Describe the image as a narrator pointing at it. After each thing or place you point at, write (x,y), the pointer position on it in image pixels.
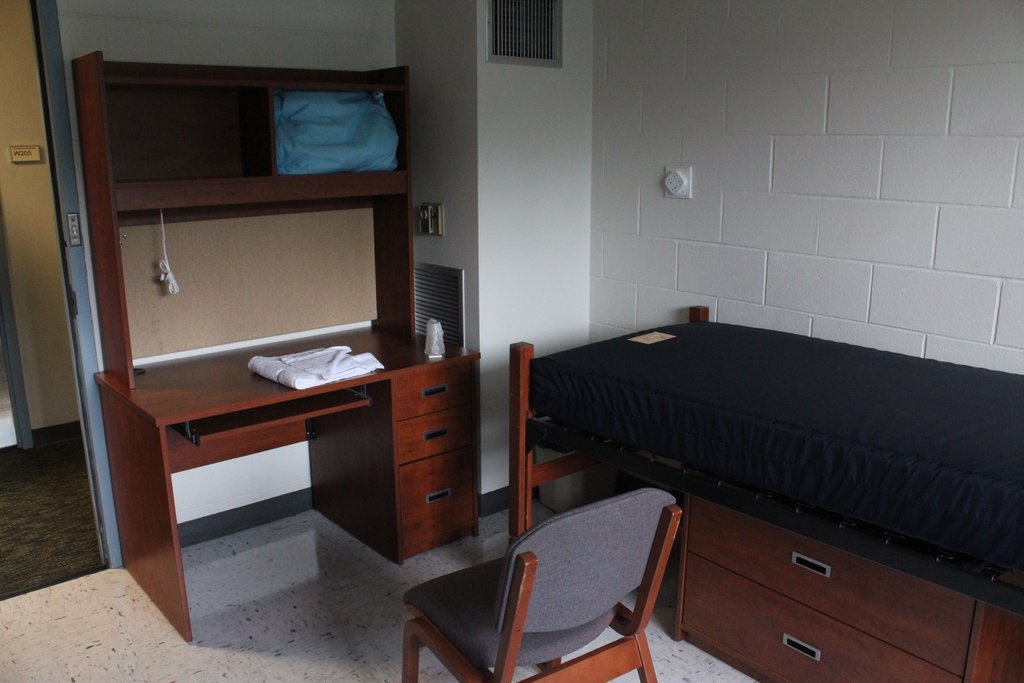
Here there is bed (796,430) and chair (565,573) and a desk (241,363) and a cloth (336,365) and this is wall (728,139).
